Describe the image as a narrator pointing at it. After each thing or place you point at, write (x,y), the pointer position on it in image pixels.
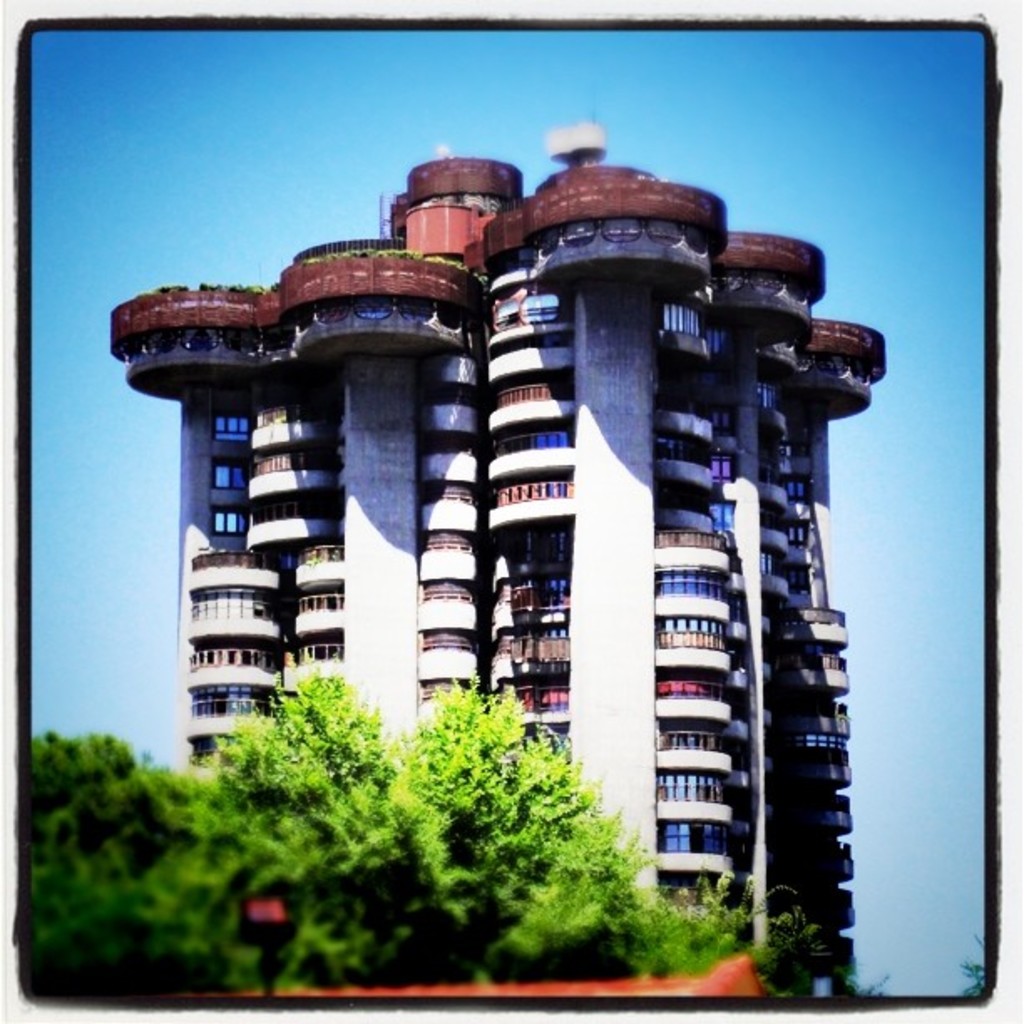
In this image there is a huge building (518,618), in front of the building (475,613) there are trees (466,754). In the background (795,209) there is a sky (873,408).
